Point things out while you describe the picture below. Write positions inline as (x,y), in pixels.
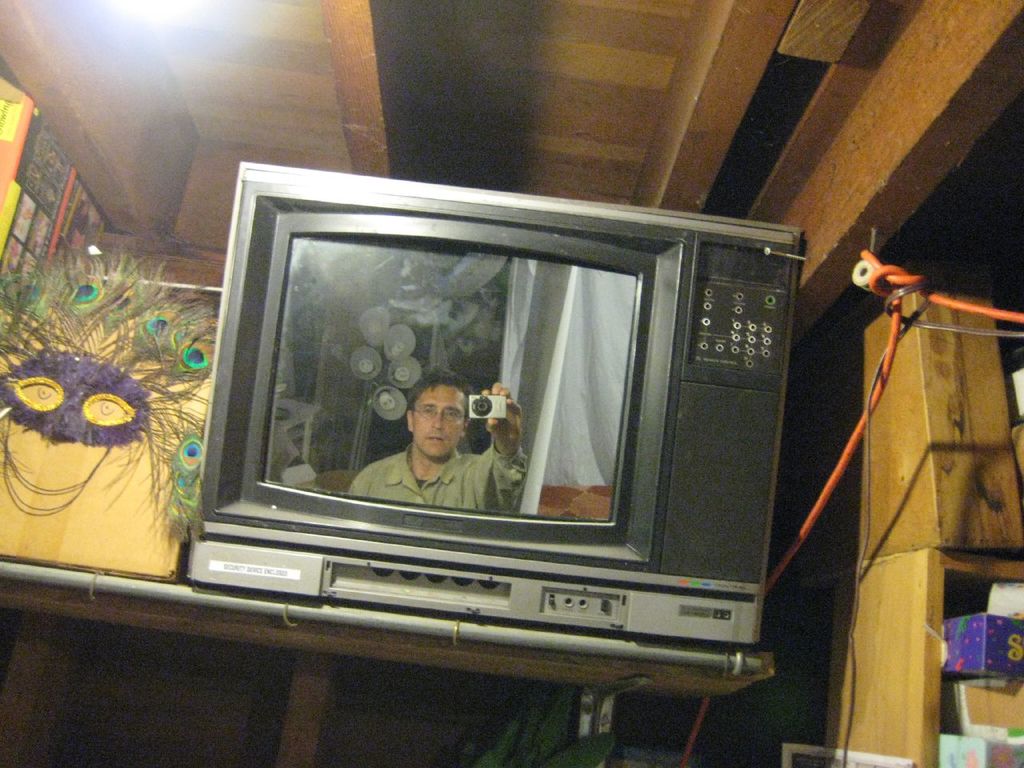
There is a television (553,518). On this screen (482,478) there is a person (459,481). Here we can see peacock feathers (187,343), books (0,159), and boxes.
